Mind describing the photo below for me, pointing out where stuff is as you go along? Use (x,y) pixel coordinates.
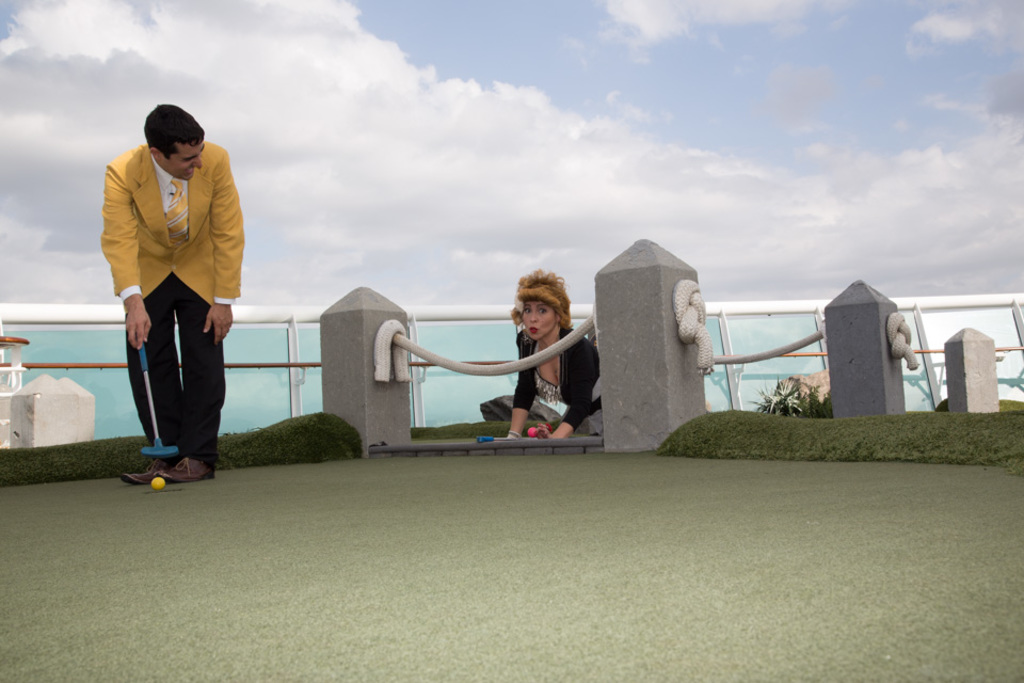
In the image there is a man (138,370) playing some game and around the man (164,320) there is a fencing (500,364), behind the rope (563,341) of the fencing (615,343) there is a woman (562,357) and behind the woman (564,322) there are many glasses (61,357) fit to a pole (984,300).
